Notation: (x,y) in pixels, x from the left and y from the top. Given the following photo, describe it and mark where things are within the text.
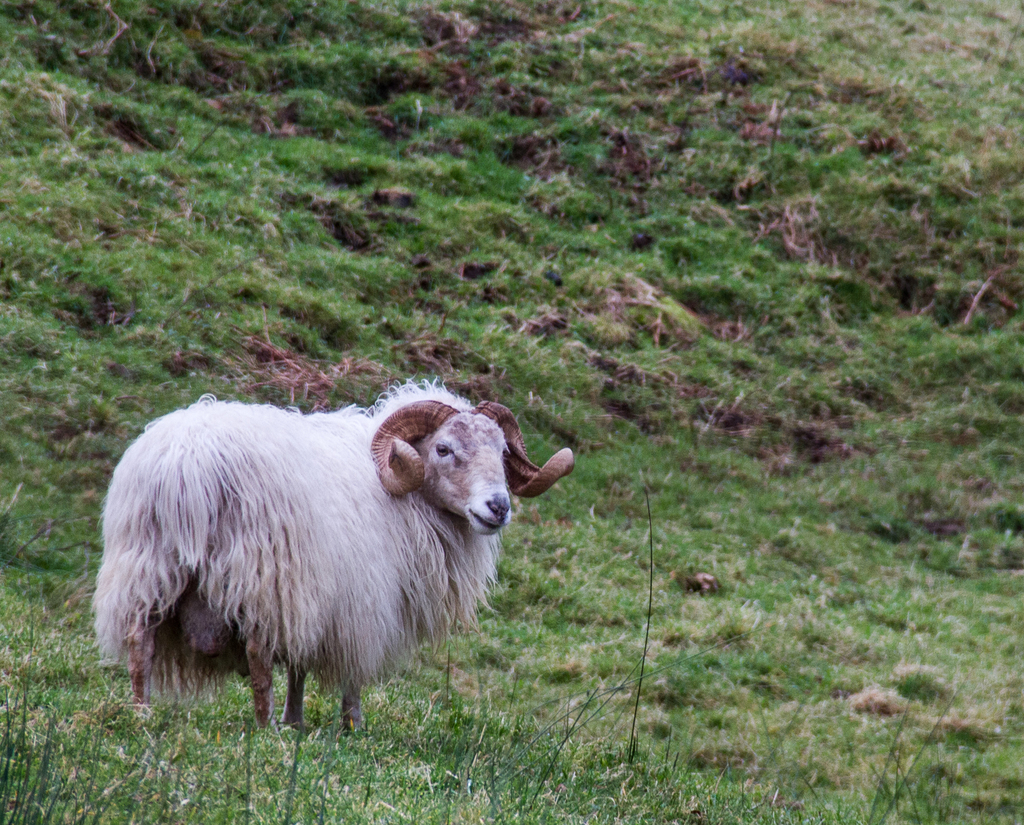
In this image I can see an animal (388,563) which is in white and brown color. It is on the ground (524,711). In the background (470,169) I can see the grass (283,189).
